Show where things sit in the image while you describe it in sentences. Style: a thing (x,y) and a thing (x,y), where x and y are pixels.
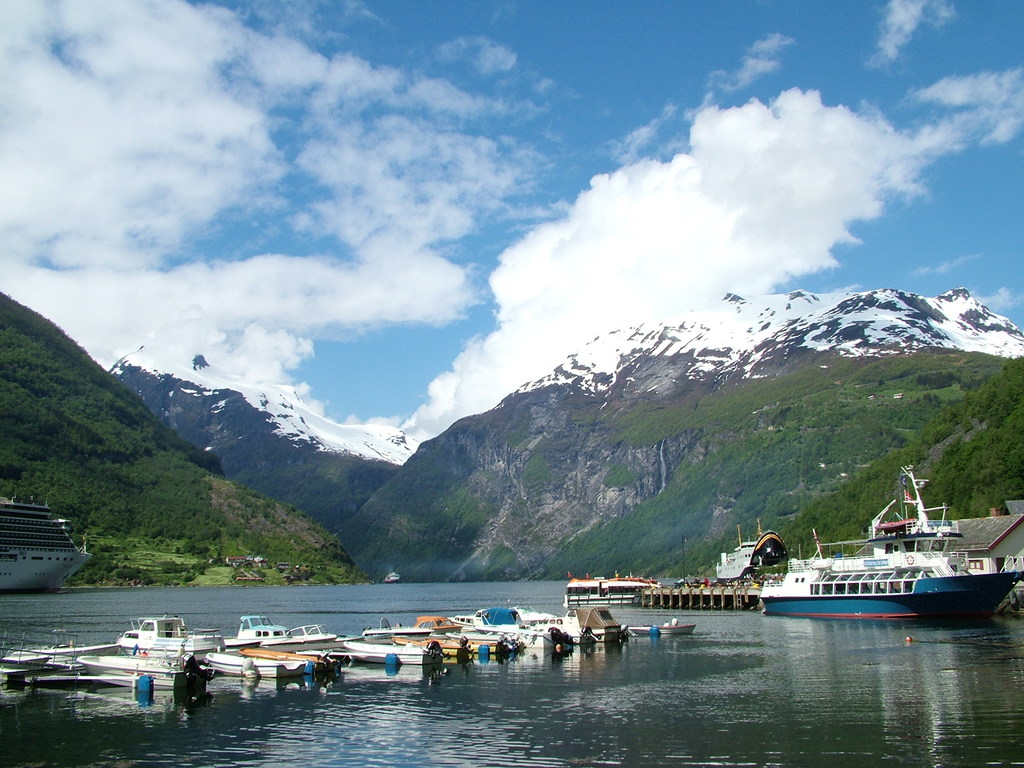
In this picture we can see water (604,728) at the bottom (575,727), there are some boats (278,641) and ships (19,573) in the water (609,676), in the background (576,567) there are hills (545,413) and snow (724,362), we can see the sky (425,195) at the top of the picture (464,121), there are some trees (183,530) on these hills (175,517).
